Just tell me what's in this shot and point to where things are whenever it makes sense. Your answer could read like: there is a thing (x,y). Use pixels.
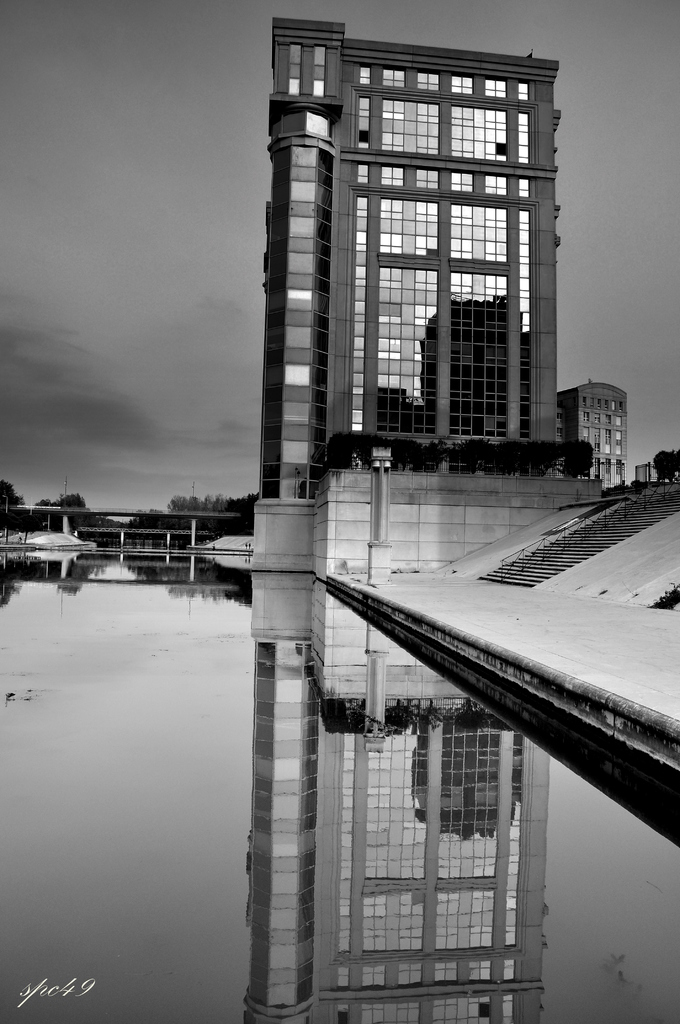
This image consists of a building (434,316) along with windows (465,334). At the bottom (276,773), there is water (304,635). On the right (588,553), we can see the steps (565,568). In the background (576,475), there are trees (414,446). At the top (149,195), there is sky (233,272).
